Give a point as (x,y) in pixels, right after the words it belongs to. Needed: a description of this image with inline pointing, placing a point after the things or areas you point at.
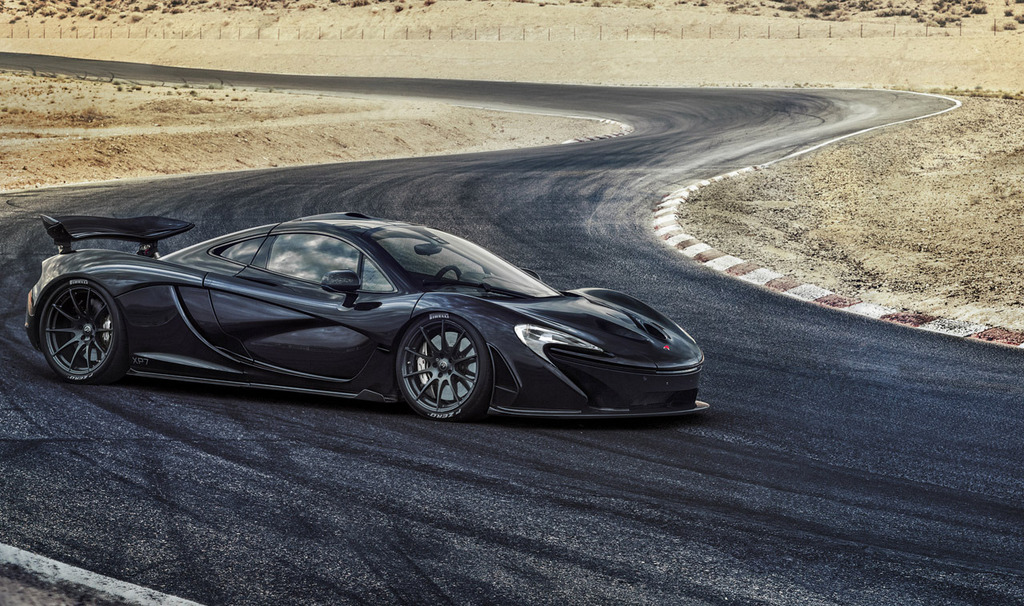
In the image we can see there is a black colour car (481,324) parked on the road (752,476) and on both the sides of the road (652,98) there is mud (928,285). Behind there are small poles (251,32) kept on the ground (355,27).
